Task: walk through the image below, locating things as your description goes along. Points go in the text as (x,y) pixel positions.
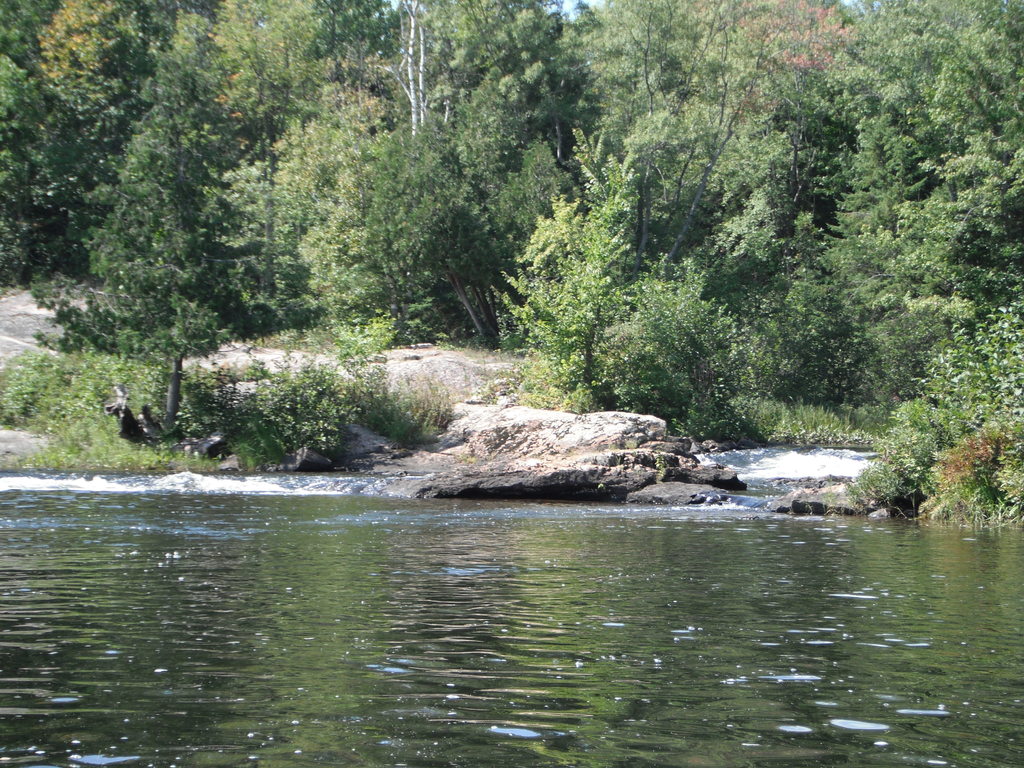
In this image I can see water (621,703) in the front (659,698). There are rocks (573,468) and trees (342,287) at the back (342,287).
